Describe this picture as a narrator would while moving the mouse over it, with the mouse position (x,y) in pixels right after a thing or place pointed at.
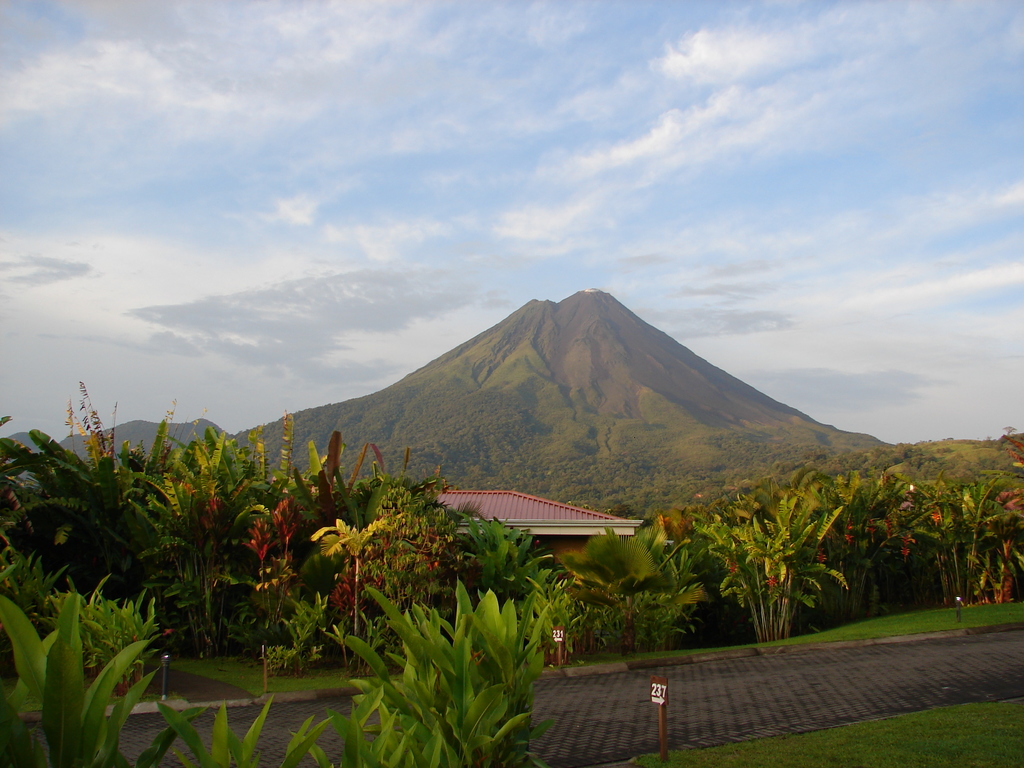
In this image we can see some plants (457,701), poles (664,752), boards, trees (411,592), mountains (443,406) and a house (480,513), in the background (1014,35), we can see the sky (878,141) with clouds (660,257).
